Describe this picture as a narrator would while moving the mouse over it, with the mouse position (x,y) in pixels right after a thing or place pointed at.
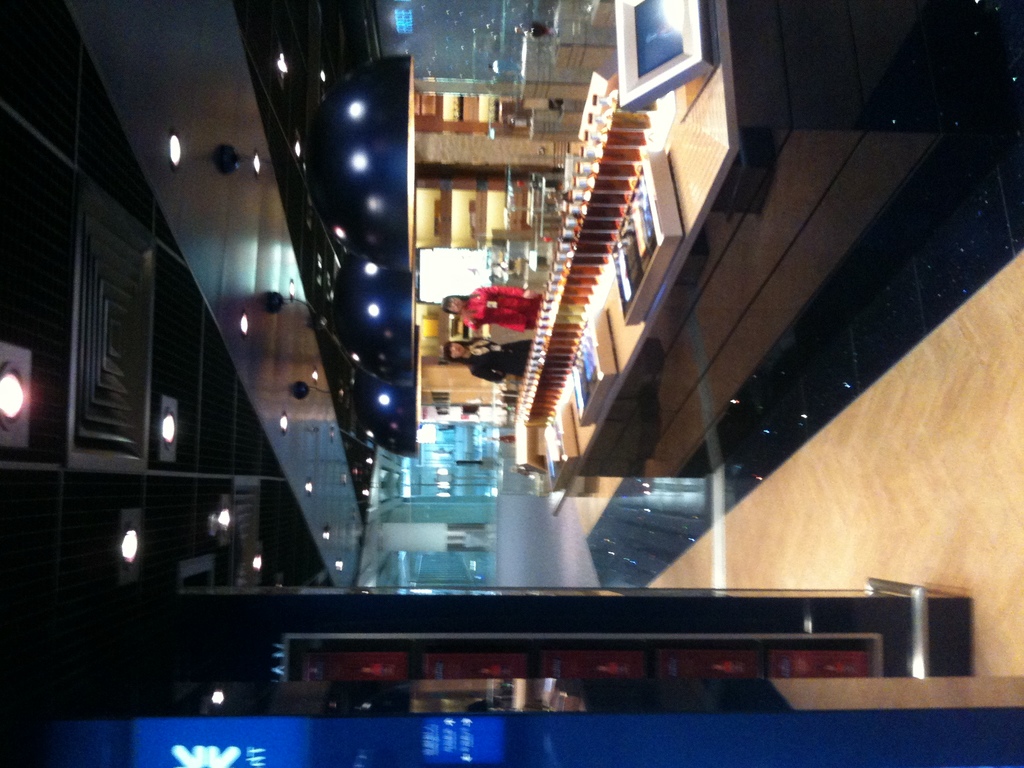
In the center of the image (486,370) we can see women (462,357) on the floor (958,18). On the right side of the image (698,1) we can see beverage bottles (604,213) placed on the tables (750,94), books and monitors (700,45). On the left side of the image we can see lights (350,164). At the bottom of the image (770,737) we can see wall (797,593).
